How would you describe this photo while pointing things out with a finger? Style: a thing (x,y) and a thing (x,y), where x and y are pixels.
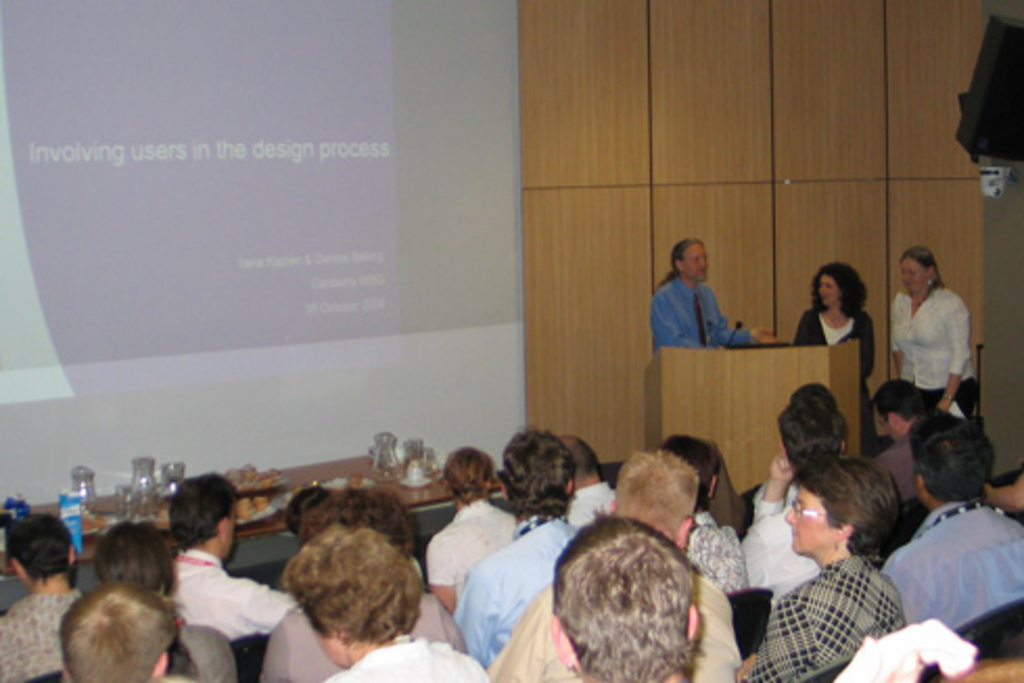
In this image at the bottom (362,566) there are a group of people (465,568) sitting on chairs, in the center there is one table (427,498). On the table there are some glasses (417,457) and some other objects (257,488), on the right side (725,359) there is one podium (723,386) and mike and three persons (730,329) are standing and in the background (602,225) there is a wooden board (573,131) and screen (371,131) and some object (975,151).
